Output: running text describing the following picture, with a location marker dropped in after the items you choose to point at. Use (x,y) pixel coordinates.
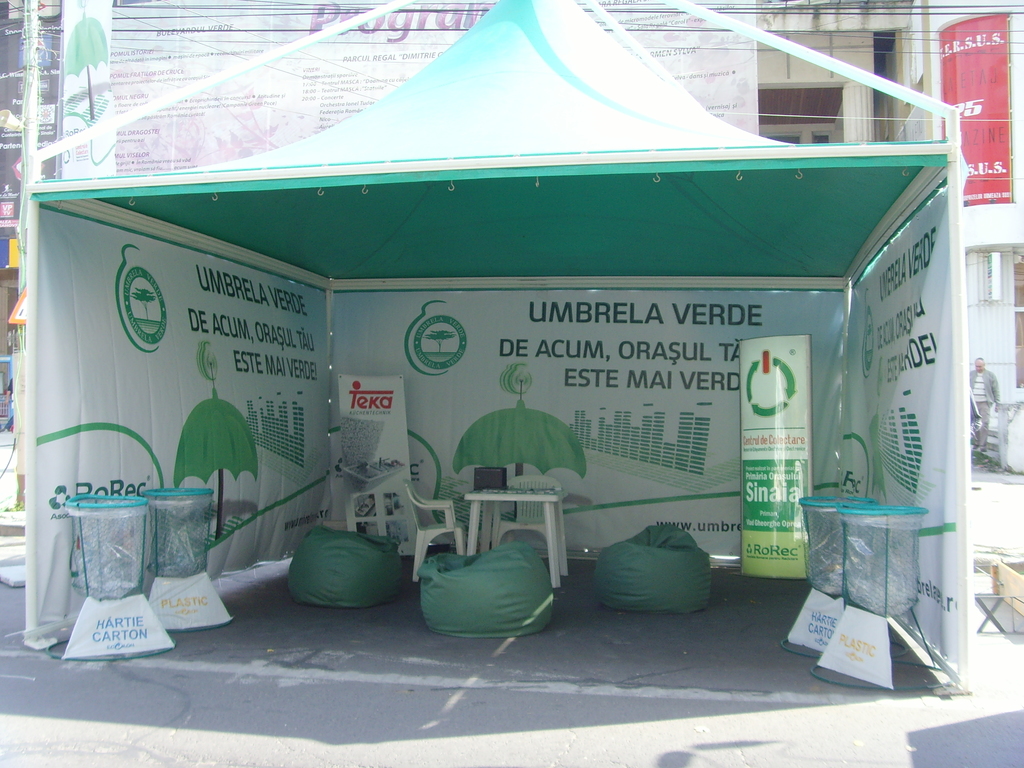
In this image we can see a tent (473,294), under the tent (815,326) there are chairs (530,523), a table (553,526) and bean bags (386,576) and few other objects (882,533) and there is text (730,313) written to the walls (186,365) of the tent (329,340) and in the background (980,313) there is a building (1014,295) and a banner (341,90) to the building (1014,400) and there is a person (981,380) standing in front of the building (928,128) and on the left side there is an iron pole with a sign board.
